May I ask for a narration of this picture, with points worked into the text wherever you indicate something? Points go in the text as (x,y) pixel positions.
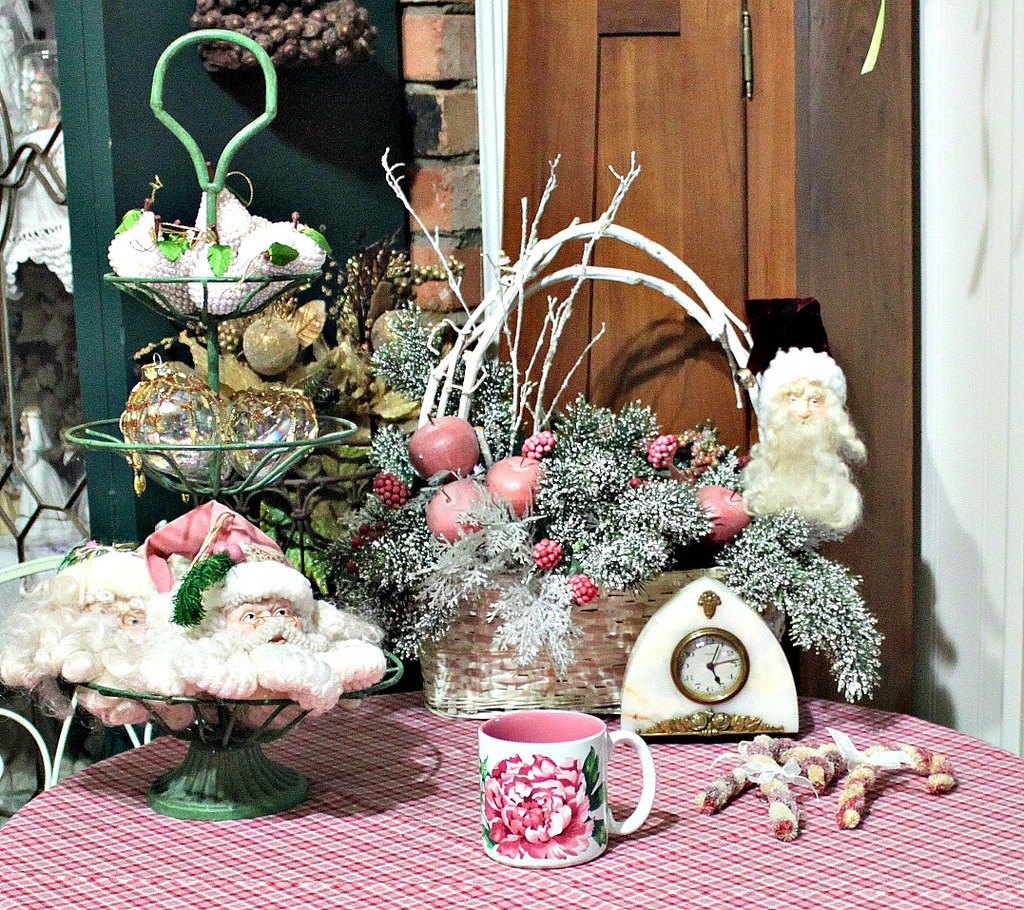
This image is taken indoors. In the background (959,183) there is a wall (468,158). There is a door (736,120). On the left side of the image (48,348) there are few objects (46,457). At the bottom of the image (491,872) there is a table (379,842) with a tablecloth (744,853), a cup (567,783), a clock (630,707) and many toys (752,781) on it.
